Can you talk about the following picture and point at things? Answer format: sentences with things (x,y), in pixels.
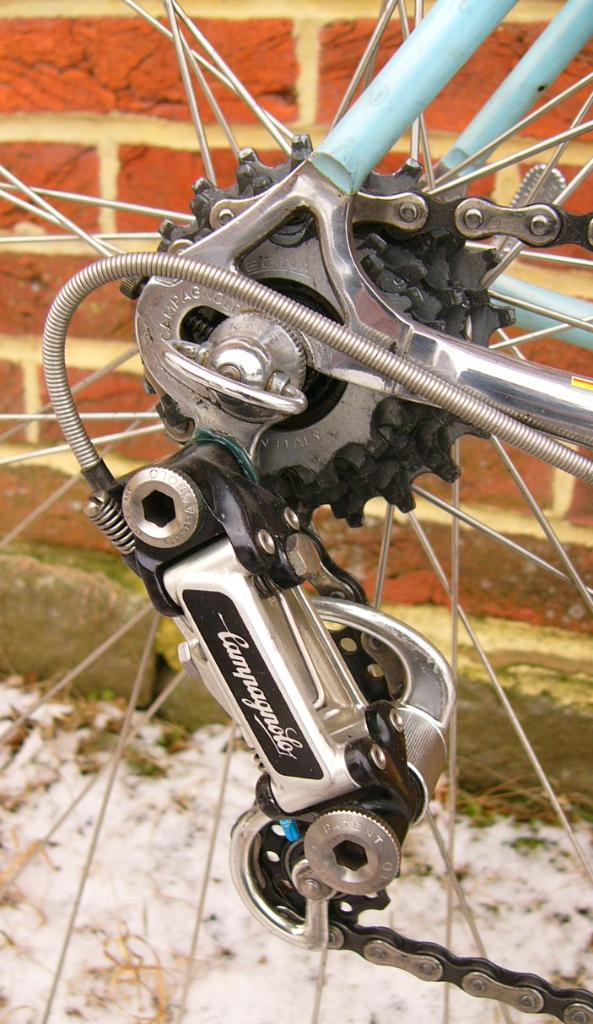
In this picture I can see the rims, a chain (355,210), few rods (346,173) and the gear set (352,472). In the background (57,279) I can see the wall (173,114).
